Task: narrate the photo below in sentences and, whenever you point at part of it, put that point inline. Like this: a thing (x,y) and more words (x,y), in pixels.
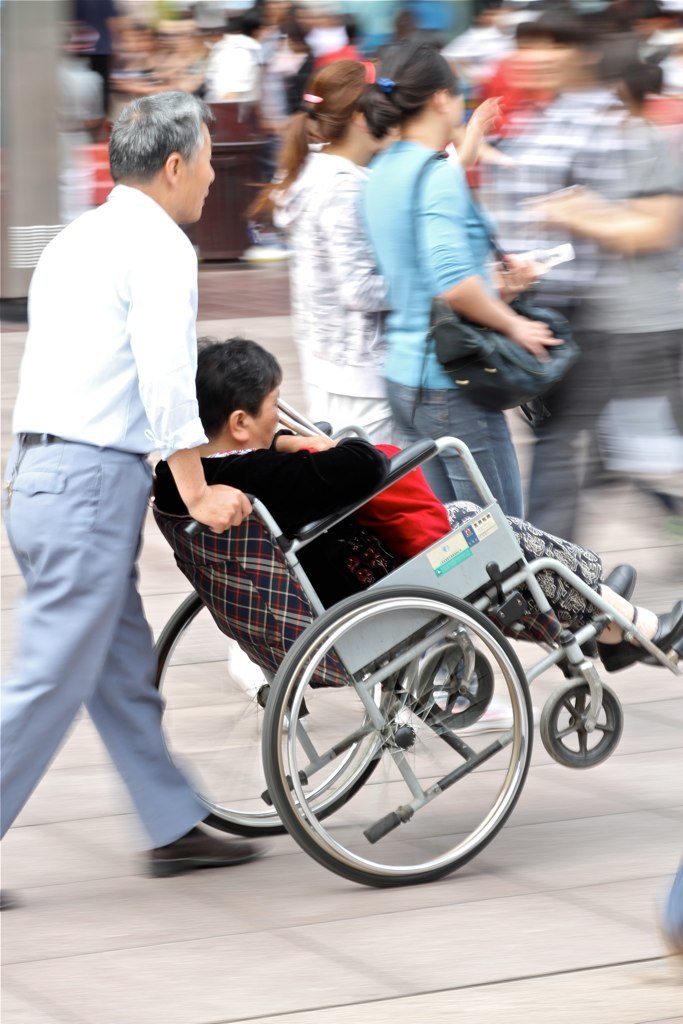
In this picture we can observe a person (282,521) sitting in the wheel chair (499,558). There is another person (118,425) who is pushing the wheelchair (327,623). He is wearing white shirt (66,367). There are some people (350,153) standing. We can observe men (175,130) and women (344,153) in this picture. The background (282,64) is completely blurred.
